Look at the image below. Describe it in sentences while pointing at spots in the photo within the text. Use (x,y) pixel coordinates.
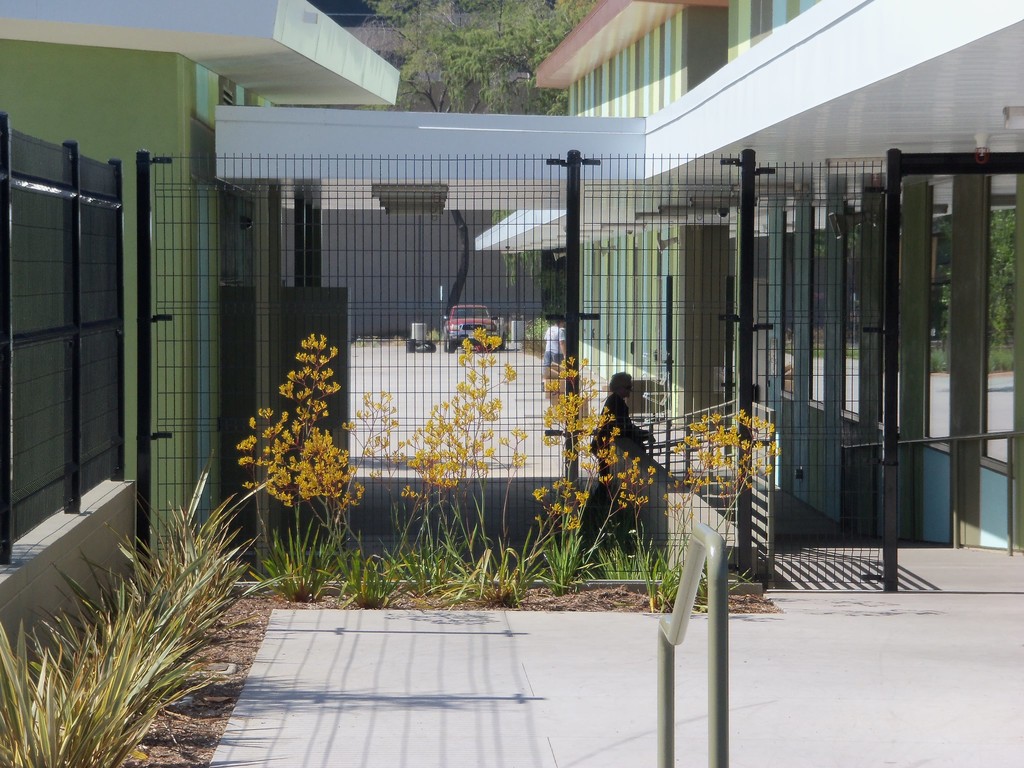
In this image we can see plants (302,568). Behind the plants (79,686) black color fence (14,349) is there and buildings (432,139) are present. In the middle of the image (447,309) one tree (482,48) is there. Bottom of the image (715,649) railing (714,659) is present.
